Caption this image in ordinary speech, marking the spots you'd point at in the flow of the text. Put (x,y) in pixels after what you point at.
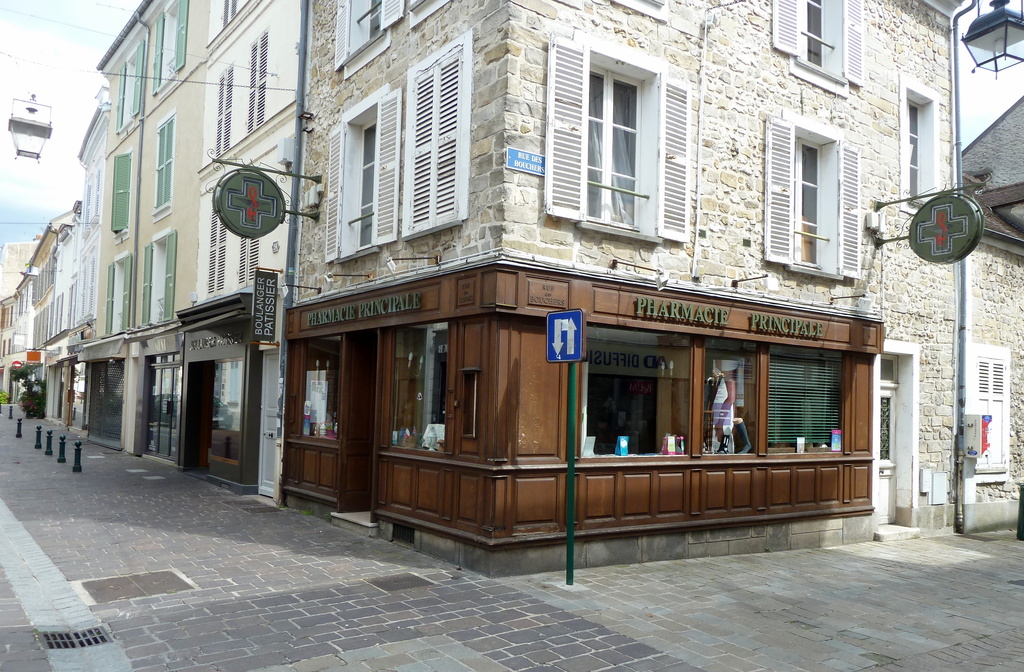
In this picture we can see the buildings (525,223), windows (994,406), boards (586,288), sign boards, stores (588,409), text (661,313) on the wall (976,310), poles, lights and some other objects (733,390). On the left side of the image (39,383) we can see the poles (63,447), plants (43,414). At the bottom of the image (398,589) we can see the pavement (639,630). In the top left corner (96,82) we can see the sky (33,187).
